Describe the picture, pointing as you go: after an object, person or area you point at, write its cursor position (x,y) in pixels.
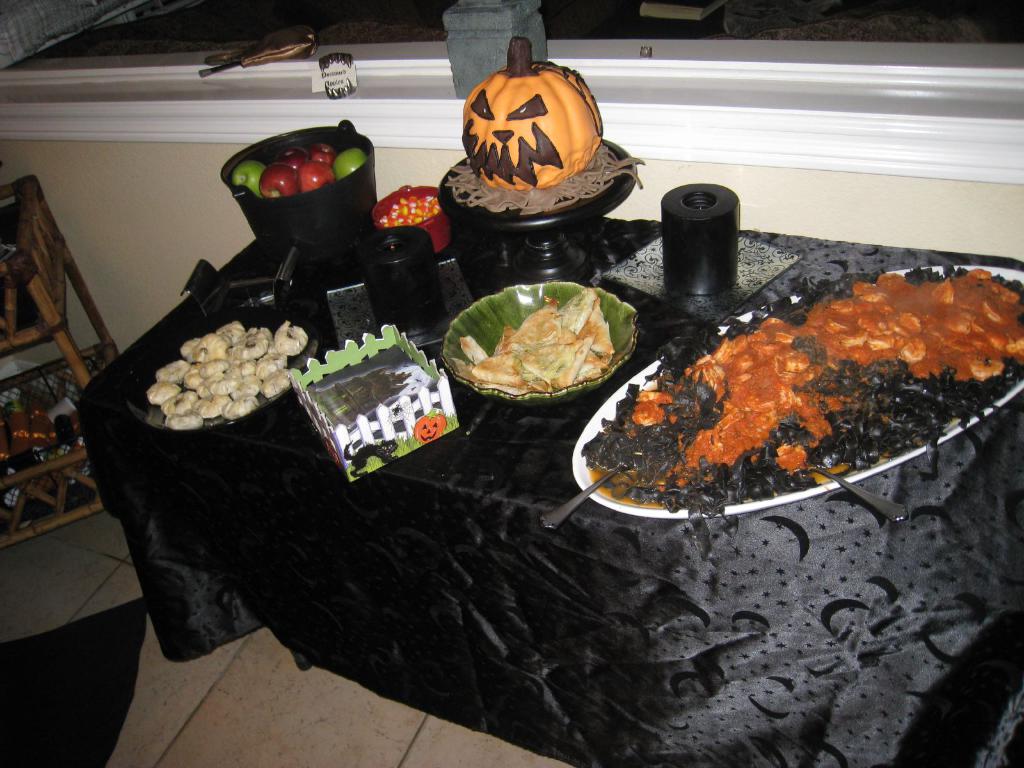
In this image we can see a table (647,295) and on the table (597,398) there are serving plates (563,391) with different kinds of foods (476,353) in them and a pot (319,192) full of fruits (283,183).
